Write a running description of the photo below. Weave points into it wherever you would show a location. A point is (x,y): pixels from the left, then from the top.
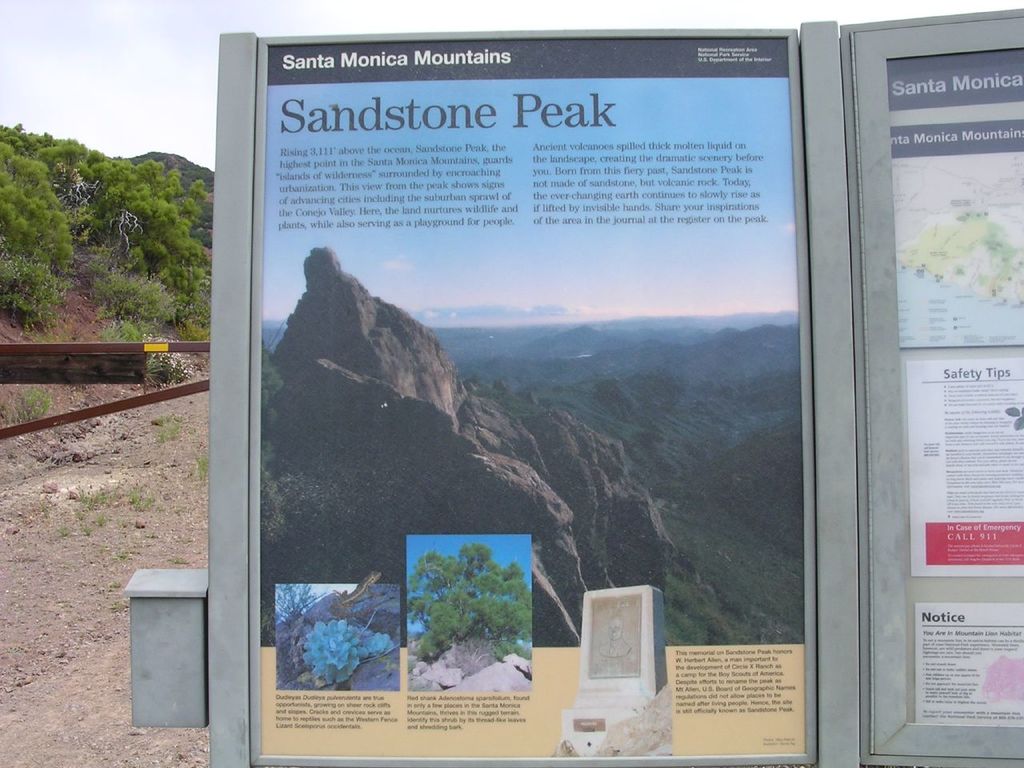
In this picture there is a advertising board (307,504) in the front (464,714). Behind there is a ground (100,477) and some trees (155,214).
